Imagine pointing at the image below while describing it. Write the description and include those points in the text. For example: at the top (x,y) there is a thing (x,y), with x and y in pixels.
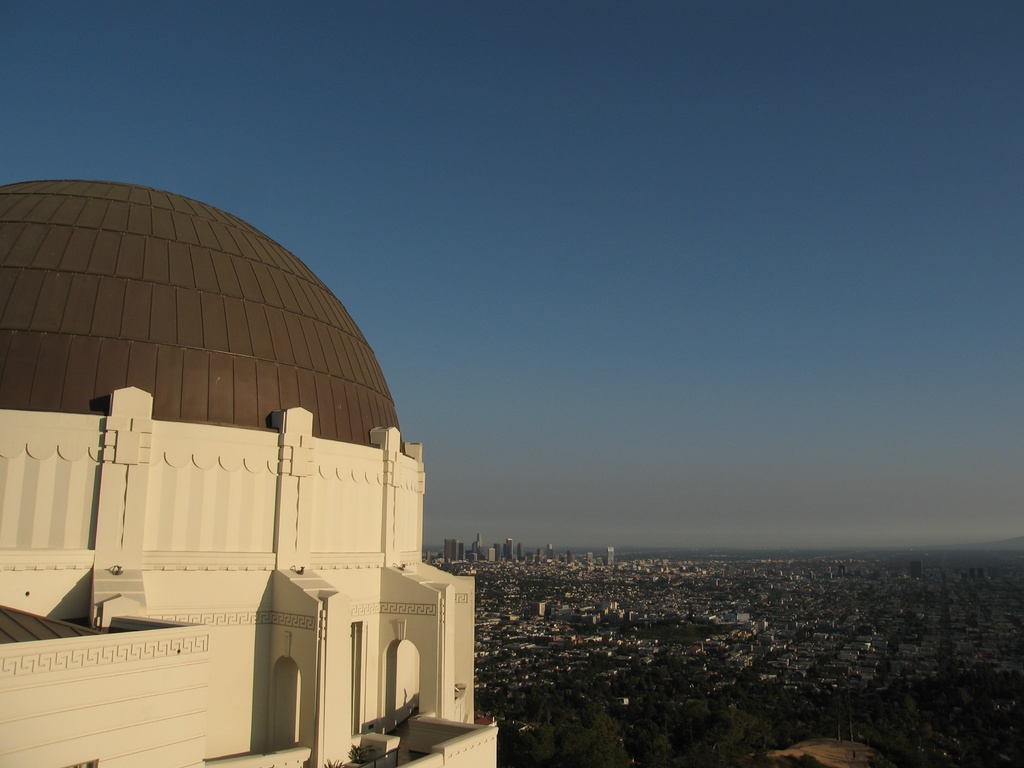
On the left side (199,564) there is the building (248,557), at the top (602,193) it is the sky (612,177).
